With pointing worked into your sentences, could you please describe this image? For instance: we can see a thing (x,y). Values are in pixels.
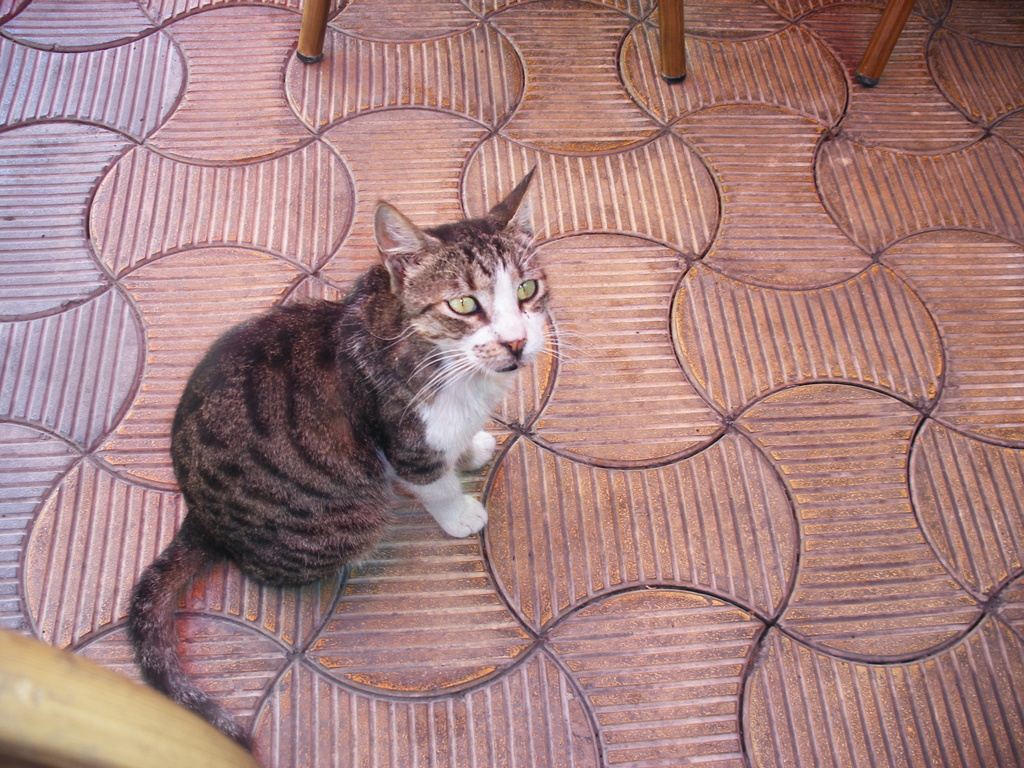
In this image, we can see a cat (360,497) is sitting on the tile floor (352,603). At the bottom (235,763) and top of the image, we can see wooden objects (59,749).
